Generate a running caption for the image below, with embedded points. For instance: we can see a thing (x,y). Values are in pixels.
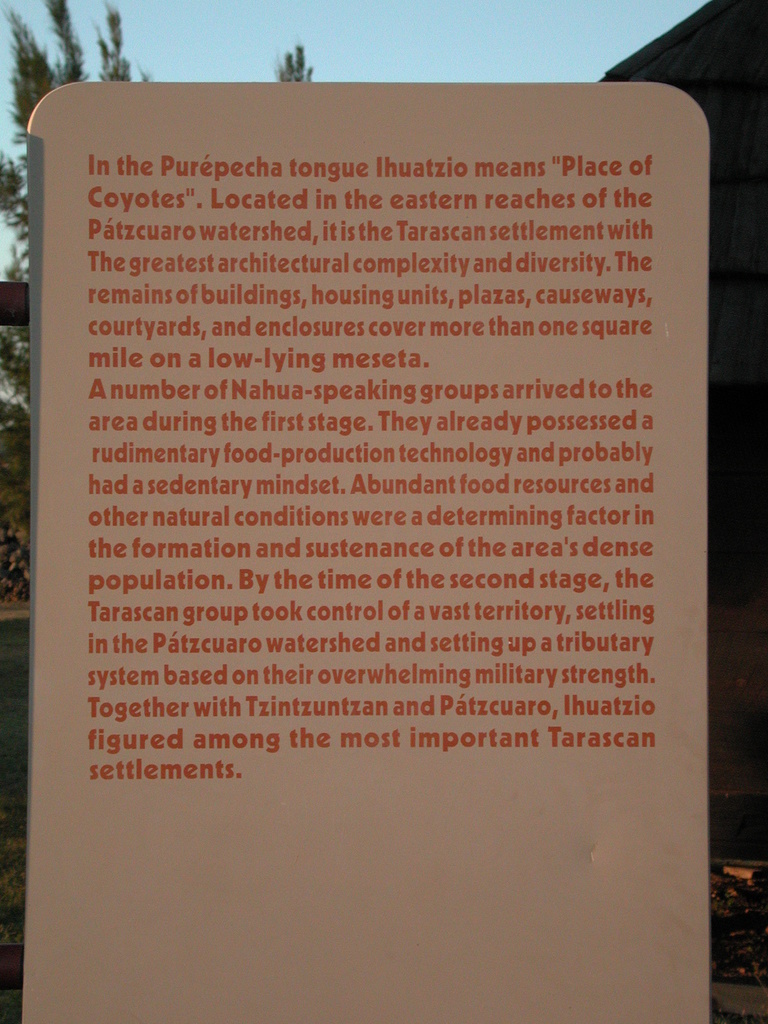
In this picture we can see a board (110,196) with something written on it.
